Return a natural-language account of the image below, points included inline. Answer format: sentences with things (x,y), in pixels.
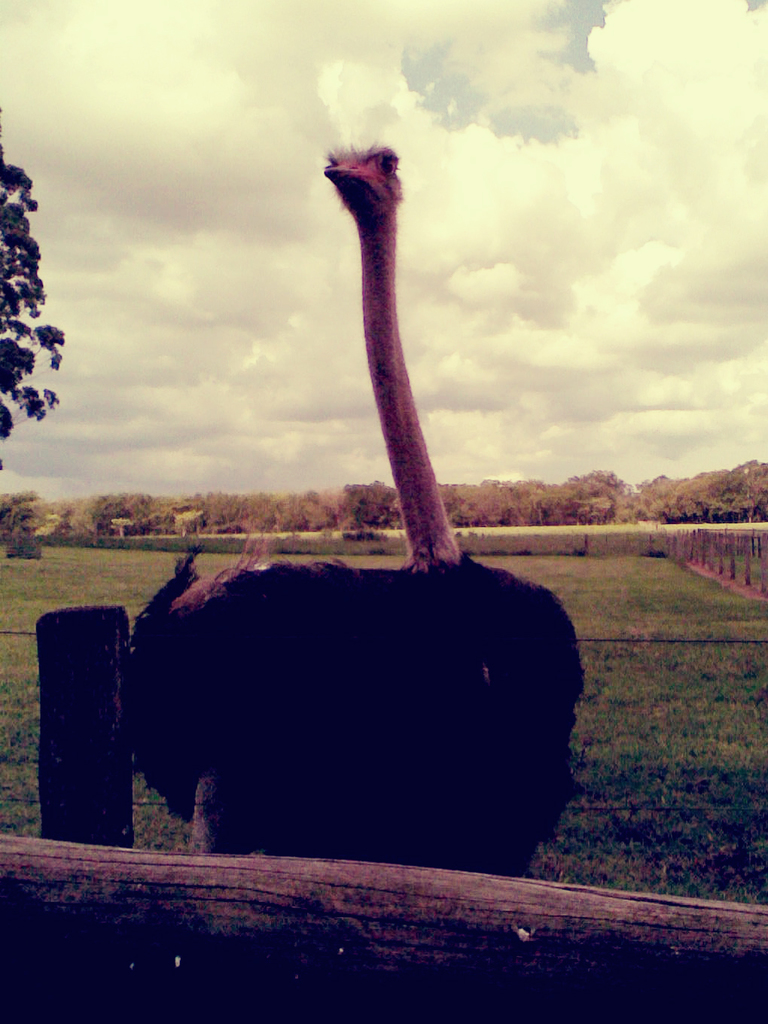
In this image we can see a bird (366,237) on the ground (647,660) near a wooden stick (112,872), there are few wooden sticks (707,558), trees (576,496) and the sky (599,334) with clouds (446,319) in the background (304,292).
